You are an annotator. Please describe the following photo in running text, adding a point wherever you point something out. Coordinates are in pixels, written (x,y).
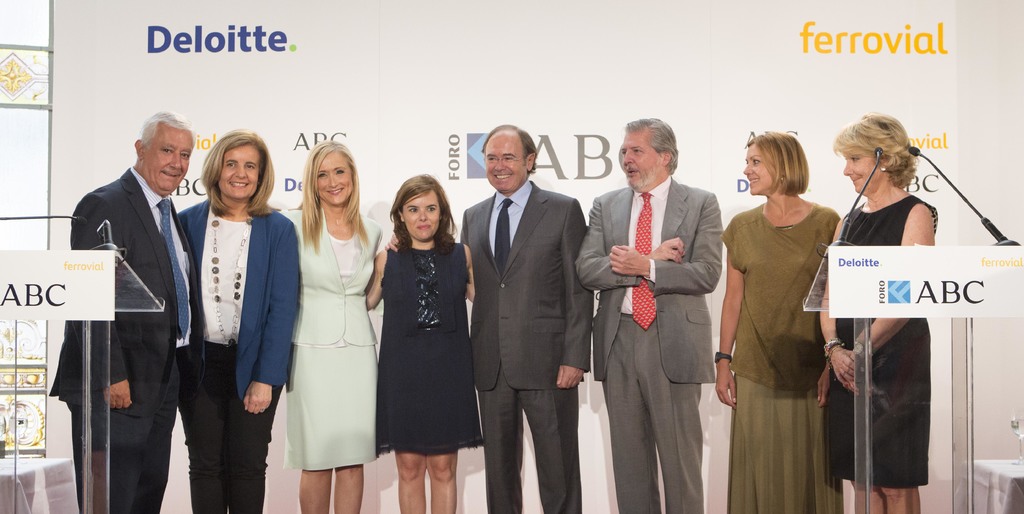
Here we can see few persons (394,237) standing on the stage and on the left (21,306) and right there is a podium (96,346) with microphones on it, table (42,490) with glasses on it. In the background (386,95) there is a hoarding (86,112) and a wall (54,428).
